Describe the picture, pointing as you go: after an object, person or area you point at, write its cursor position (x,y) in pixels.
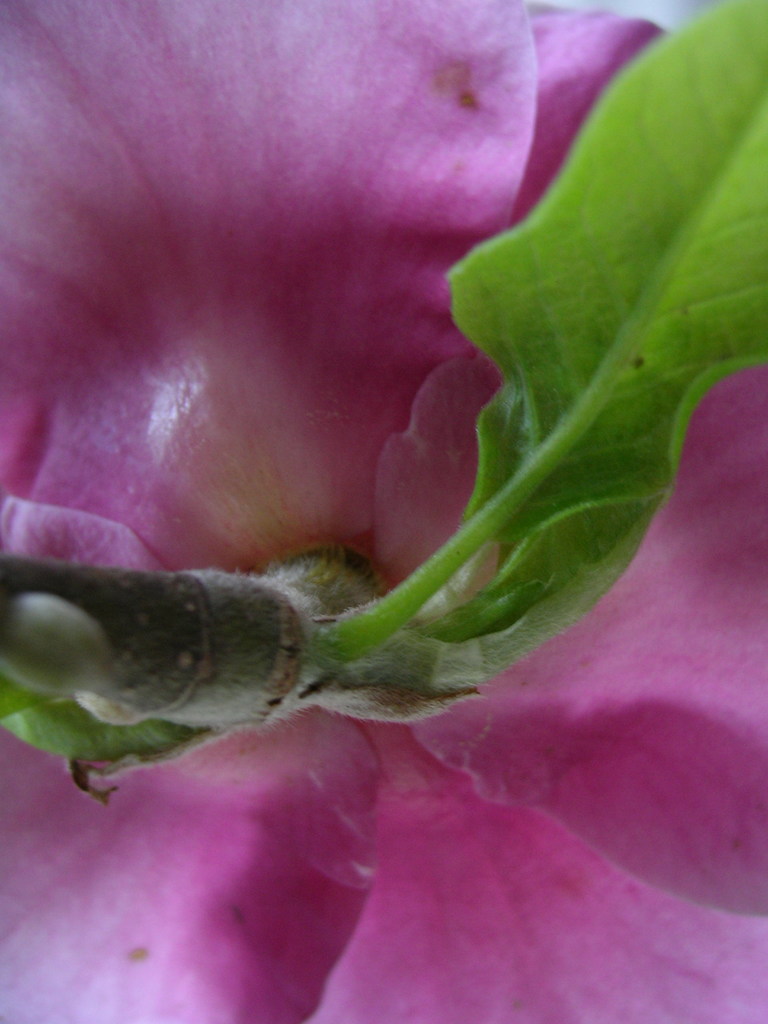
Here in this picture we can see a closeup view of a flower (203,368), as we can see its petals (215,437) and leaf (413,576) present.
